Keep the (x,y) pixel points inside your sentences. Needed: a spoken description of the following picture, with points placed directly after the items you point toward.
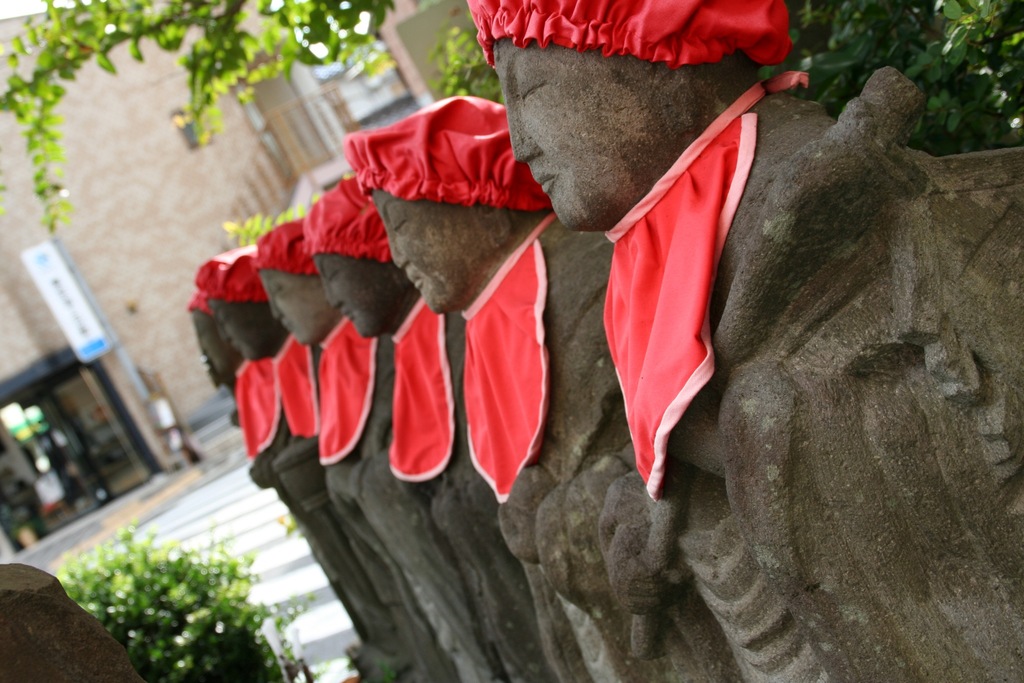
In this picture we can see statues (727,508) in the front (674,505), on the right side (911,41) and left side (205,638) there are plants (924,66), there is a building (172,404) in the background (238,129), we can also see a board (100,344) and a glass (66,415) in the background (84,359).
